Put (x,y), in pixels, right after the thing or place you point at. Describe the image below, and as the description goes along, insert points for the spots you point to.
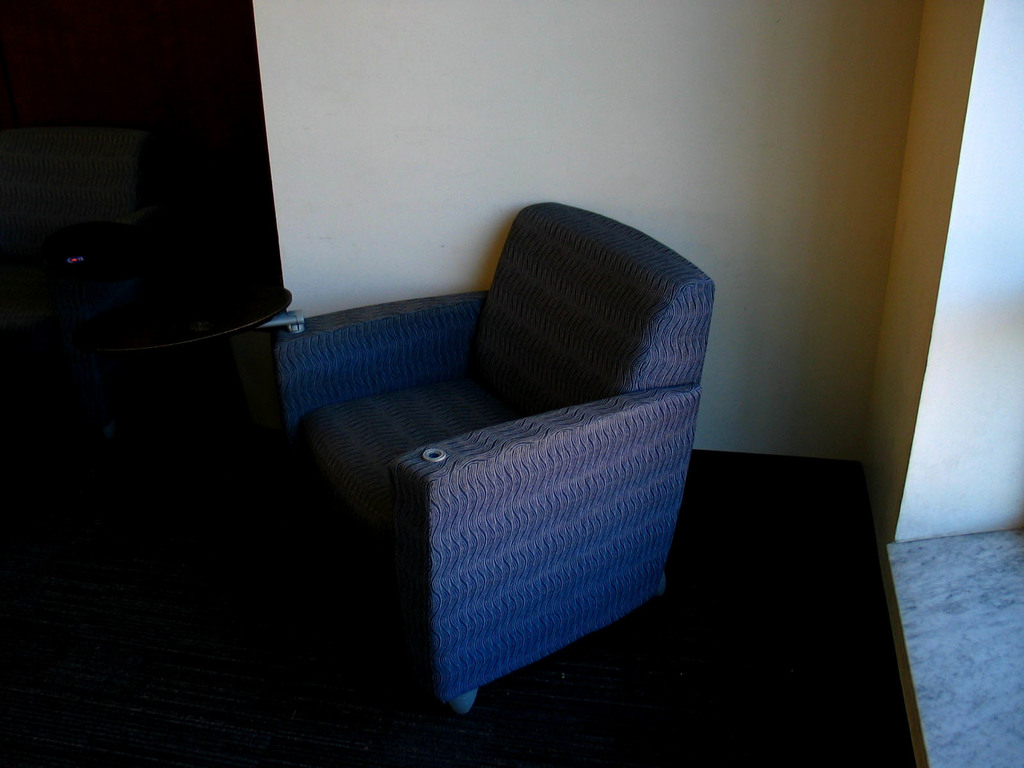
This picture shows a chair (553,361) and we see a door (234,87) and a wall (646,134).
